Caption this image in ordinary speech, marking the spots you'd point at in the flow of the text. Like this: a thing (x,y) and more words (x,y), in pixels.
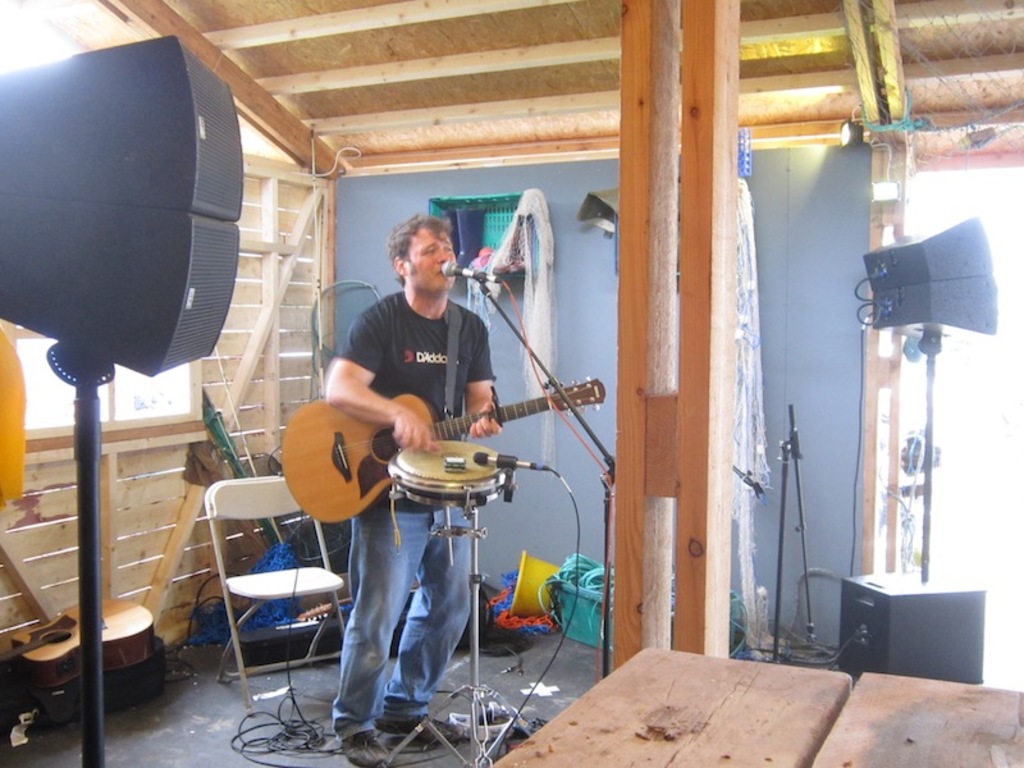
This picture shows a man (426,709) standing and holding a guitar (554,396) in his hand (473,427) and singing with the help of a microphone (490,275) and he is strumming the guitar (369,445) with the other hand (422,450) and we see a chair (230,620) back of him.
